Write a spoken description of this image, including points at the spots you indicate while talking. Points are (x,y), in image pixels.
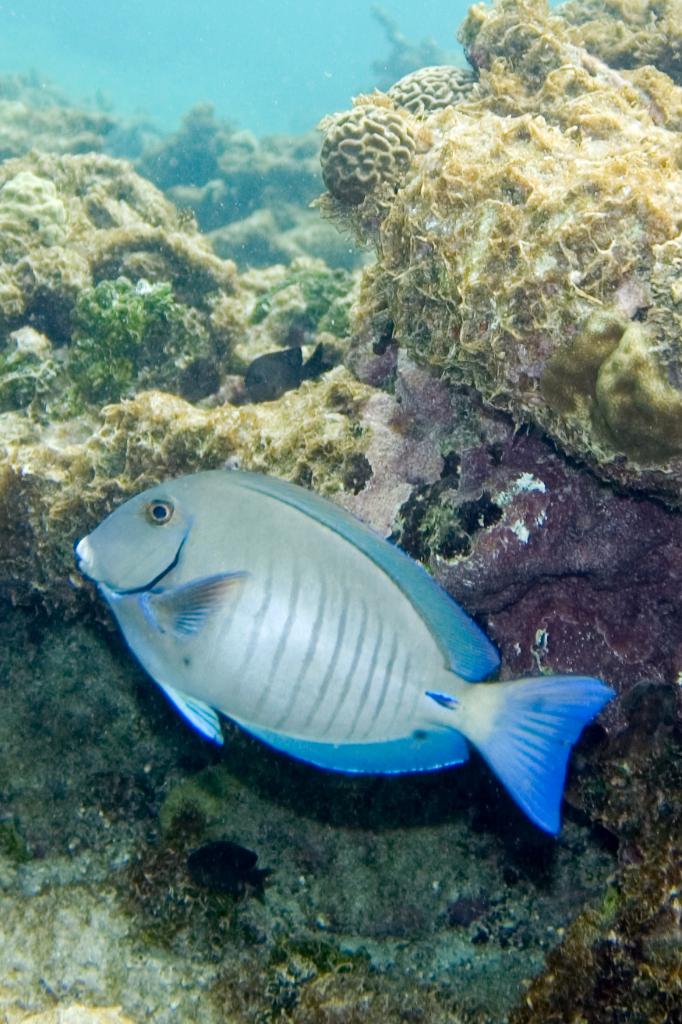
In this image, we can see some water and a fish (175,620). We can also see some underwater plants (207,832).
